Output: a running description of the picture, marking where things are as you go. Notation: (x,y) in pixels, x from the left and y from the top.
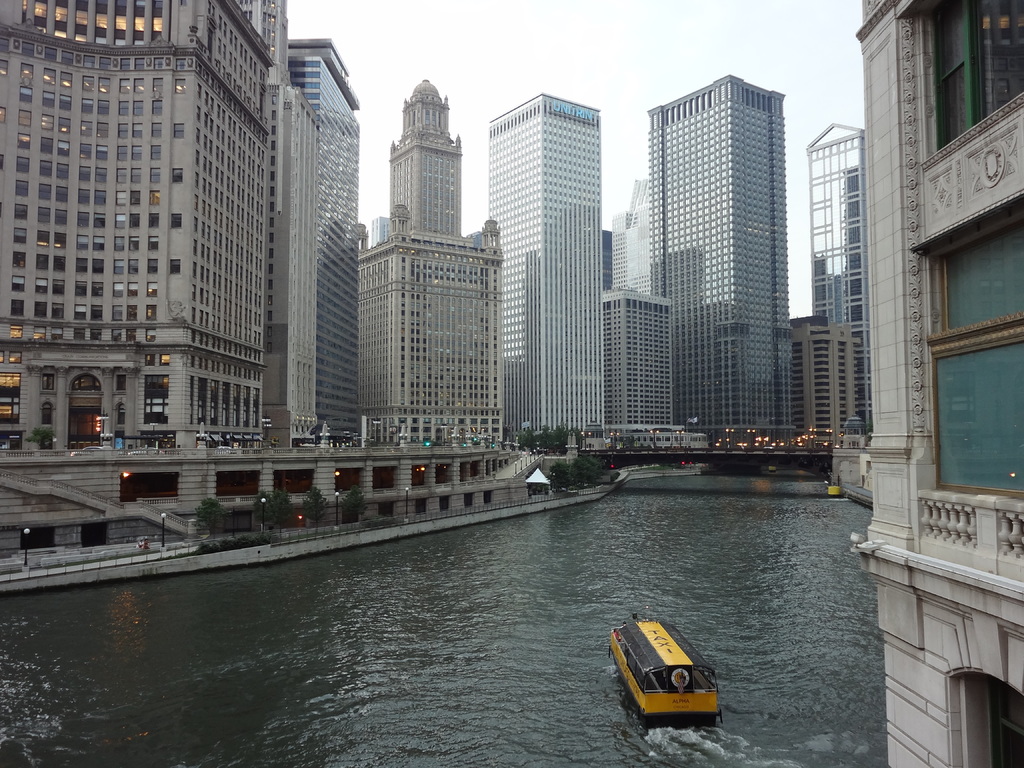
In this image I can see the water (383,642), a boat (647,673) which is yellow and black in color, few trees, few poles (338,523), few lights (165,517), few buildings (314,293), a bridge (720,465) and few vehicles (651,445) on the bridge (711,453). In the background (612,122) I can see the sky (537,52).
